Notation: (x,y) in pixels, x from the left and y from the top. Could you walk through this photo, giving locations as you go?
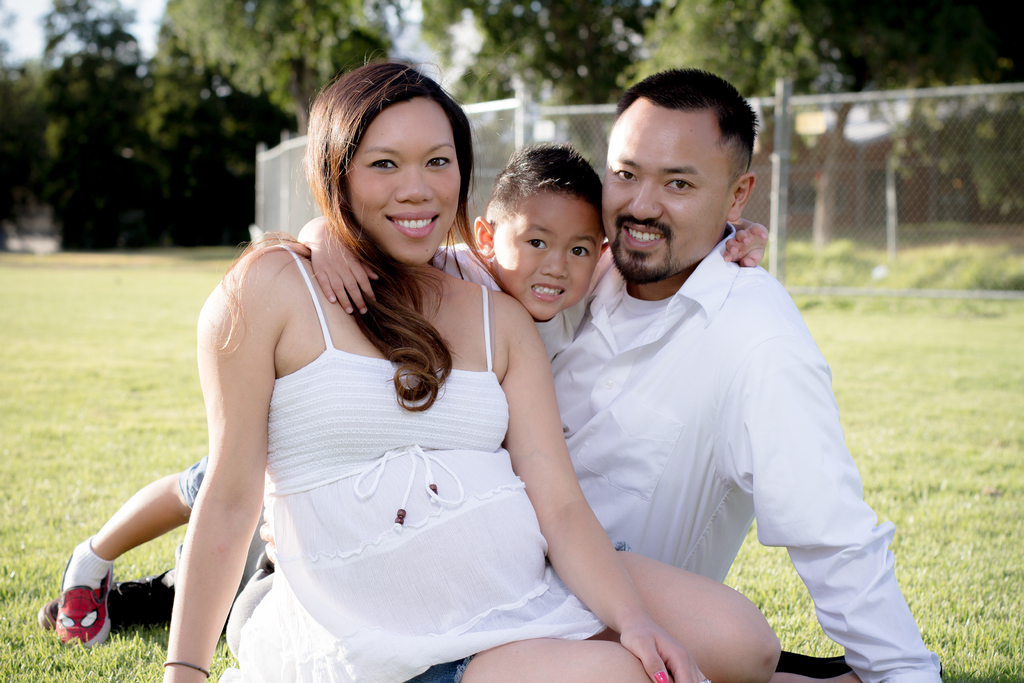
In the picture I can see a man (649,366), a woman (396,379) and a child (501,242) among them the man (705,306) and the women (414,490) are sitting on the ground (70,341) and wearing white color clothes (591,487). In the background (473,196) I can see the grass (99,301), fence (841,219), trees (189,112) and the sky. The background of the image (162,319) is blurred.
